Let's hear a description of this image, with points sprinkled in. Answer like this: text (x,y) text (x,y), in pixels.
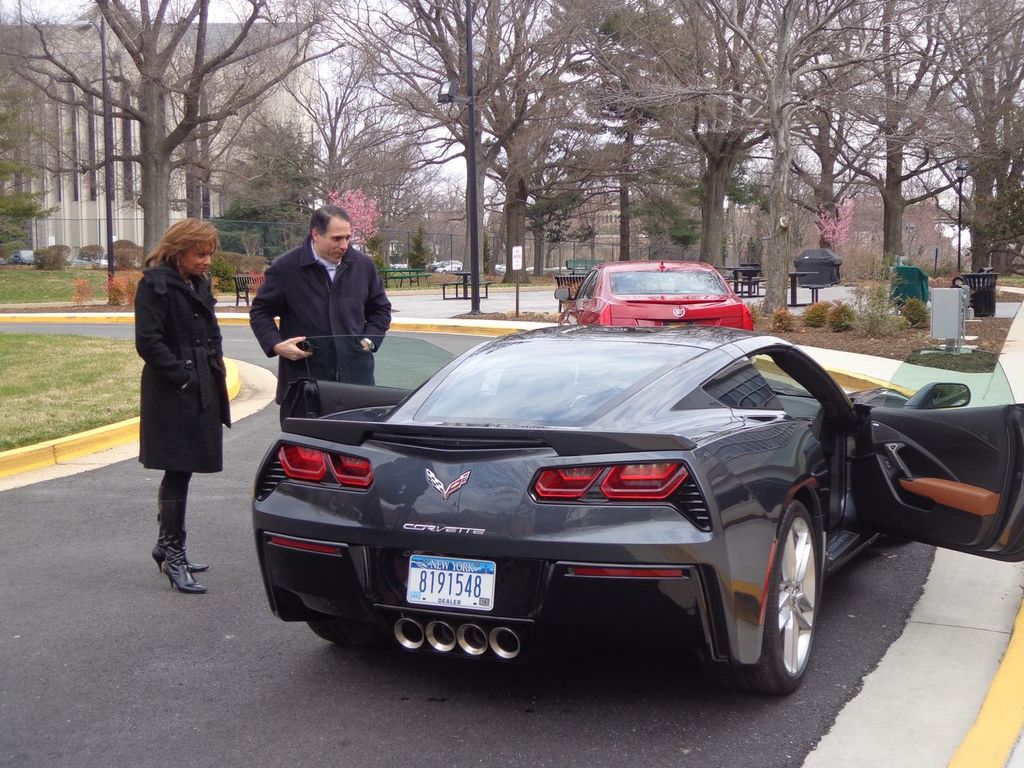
In this image, there are a few people (181,457), vehicles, buildings (276,115), plants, trees (196,95). We can see the ground (945,648) with some objects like trash bins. We can also see some grass (62,415) and the sky (672,72). We can see the fence (265,239) and some poles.
